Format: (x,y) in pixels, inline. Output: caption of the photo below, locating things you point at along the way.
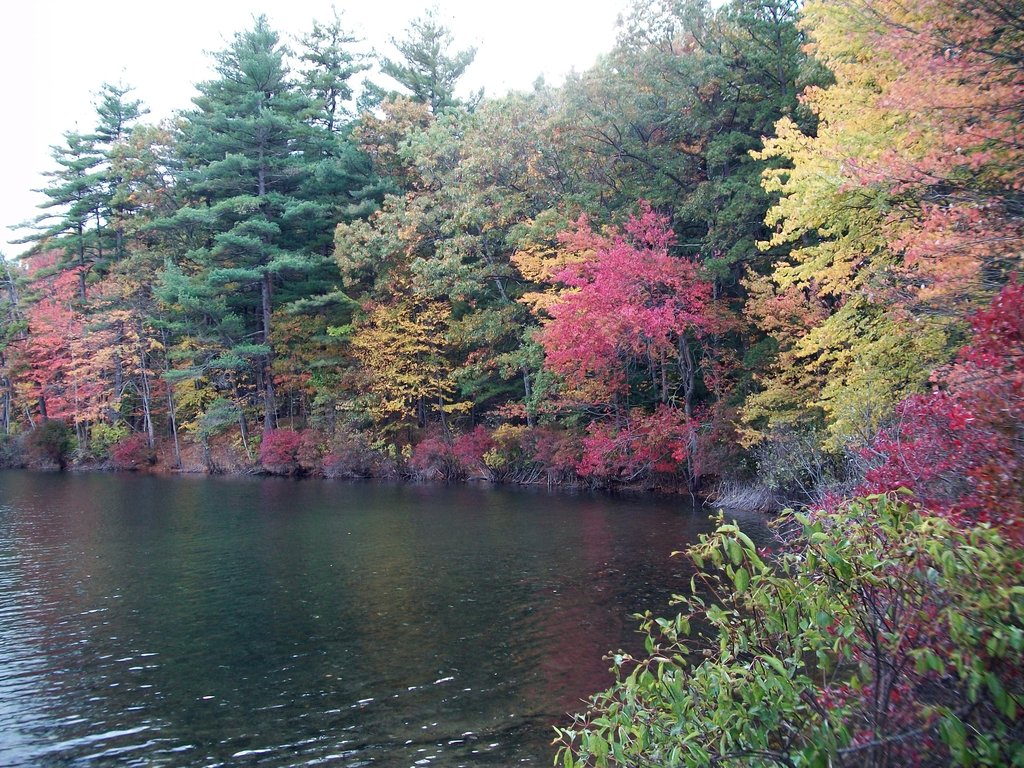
In this picture we can see trees (541,388), water (353,504) and in the background (27,1) we can see the sky (387,88).
